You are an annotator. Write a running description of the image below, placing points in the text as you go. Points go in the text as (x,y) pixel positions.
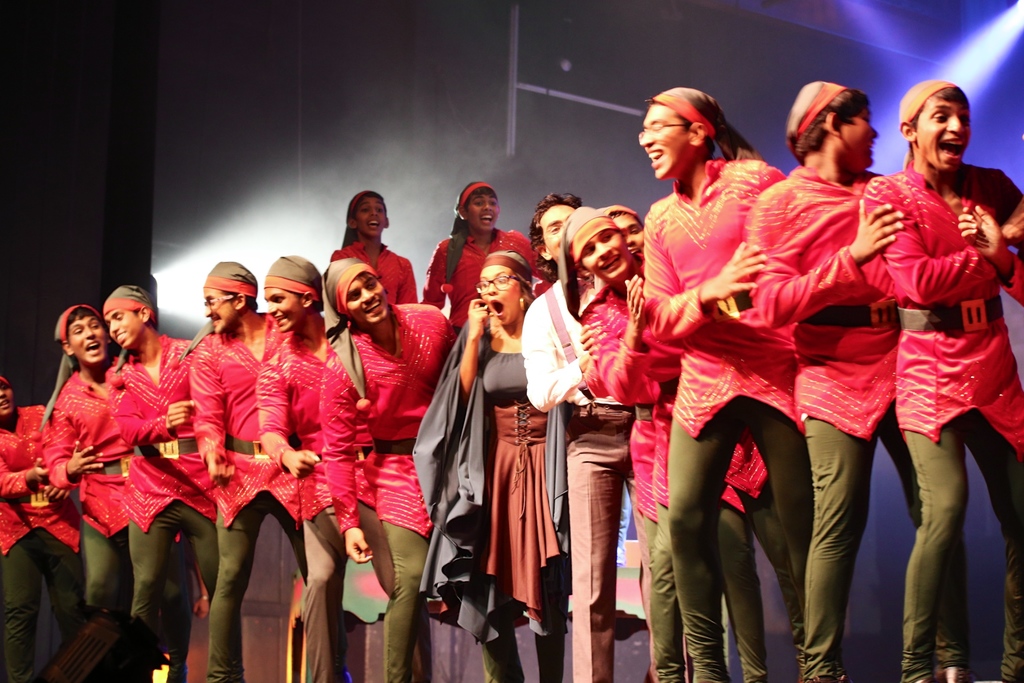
In this image we can see people (313,425) standing. They are all wearing costumes (389,399). In the background (315,258) there are lights (175,270).
